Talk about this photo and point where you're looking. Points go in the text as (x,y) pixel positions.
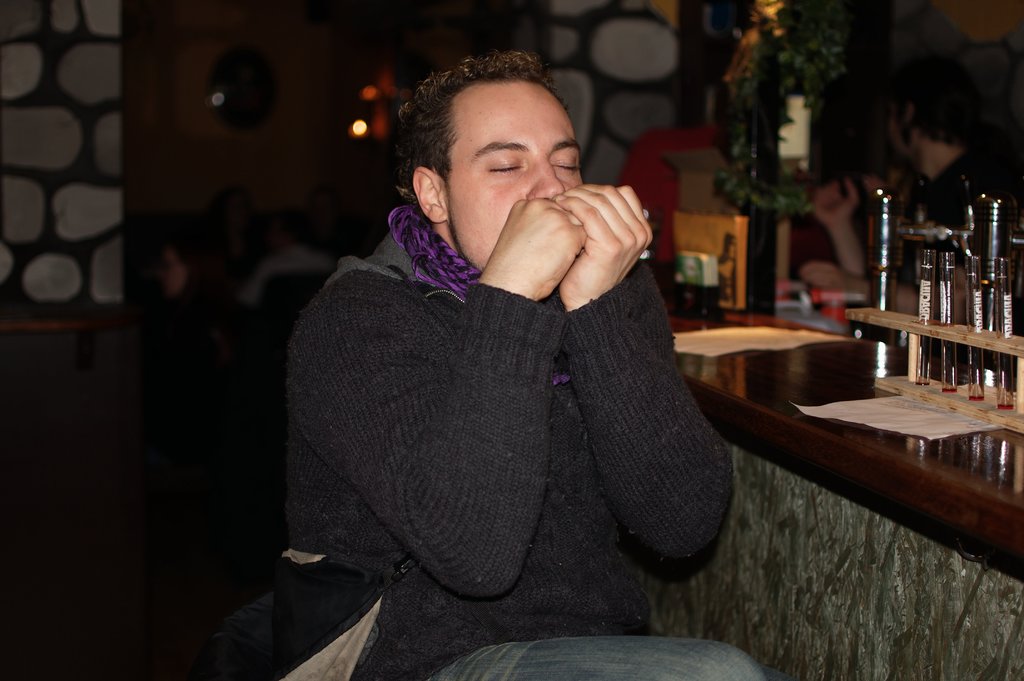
In the picture I can see a man (487,323) is sitting. In the background (811,328) I can see a table (818,374) which has some objects (786,226) on it. I can also see a wall (82,128) and some other objects (796,108).
